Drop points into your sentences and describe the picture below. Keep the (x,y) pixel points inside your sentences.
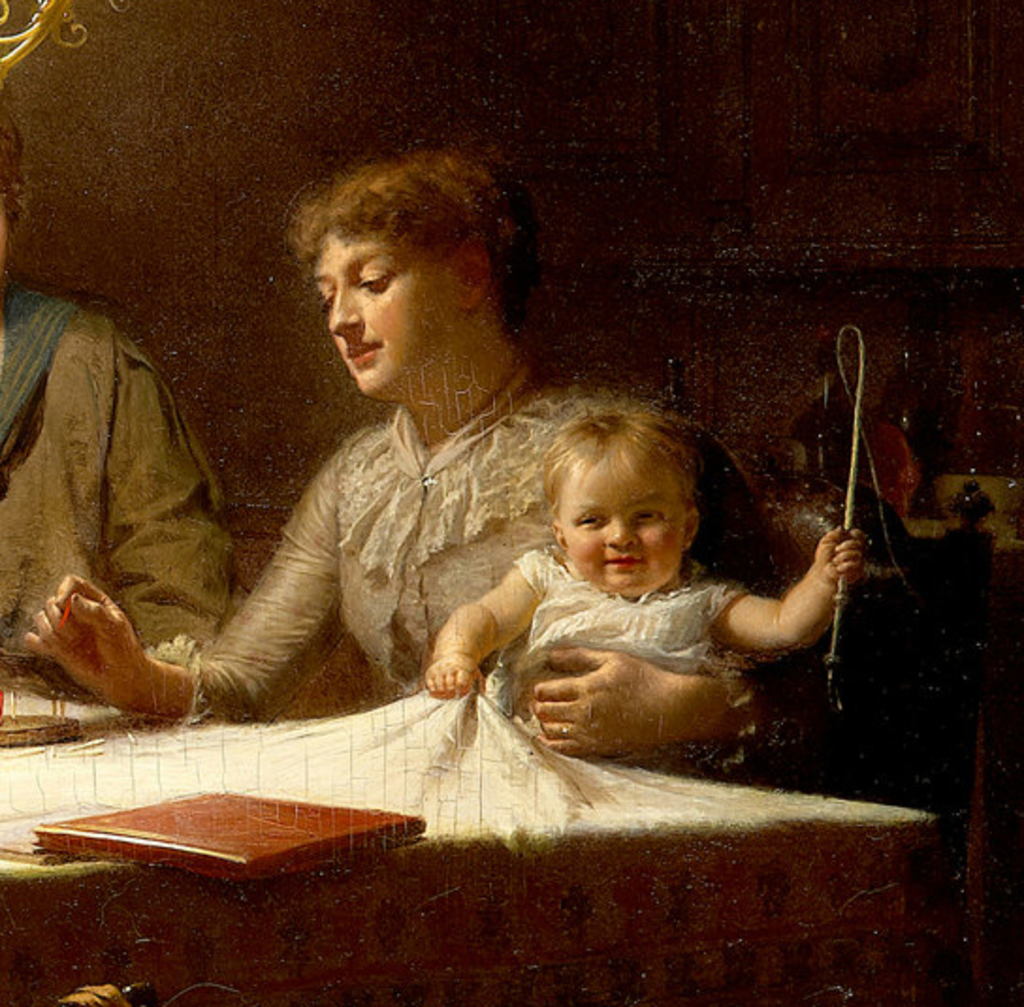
In this picture we can see the painting (442,496). In the center (446,435) there is a person (448,406) holding an object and a baby (464,630) and sitting on the chair (772,533). On the left corner (79,381) there is another person (142,540) seems to be sitting on the chair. In the center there is a table (124,718) on the top of which a book (261,859) and some other items (61,738) are placed and we can see the baby (664,547) is holding a stick (851,460). In the background (1008,488) there are some objects (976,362) and the wall (483,95).
